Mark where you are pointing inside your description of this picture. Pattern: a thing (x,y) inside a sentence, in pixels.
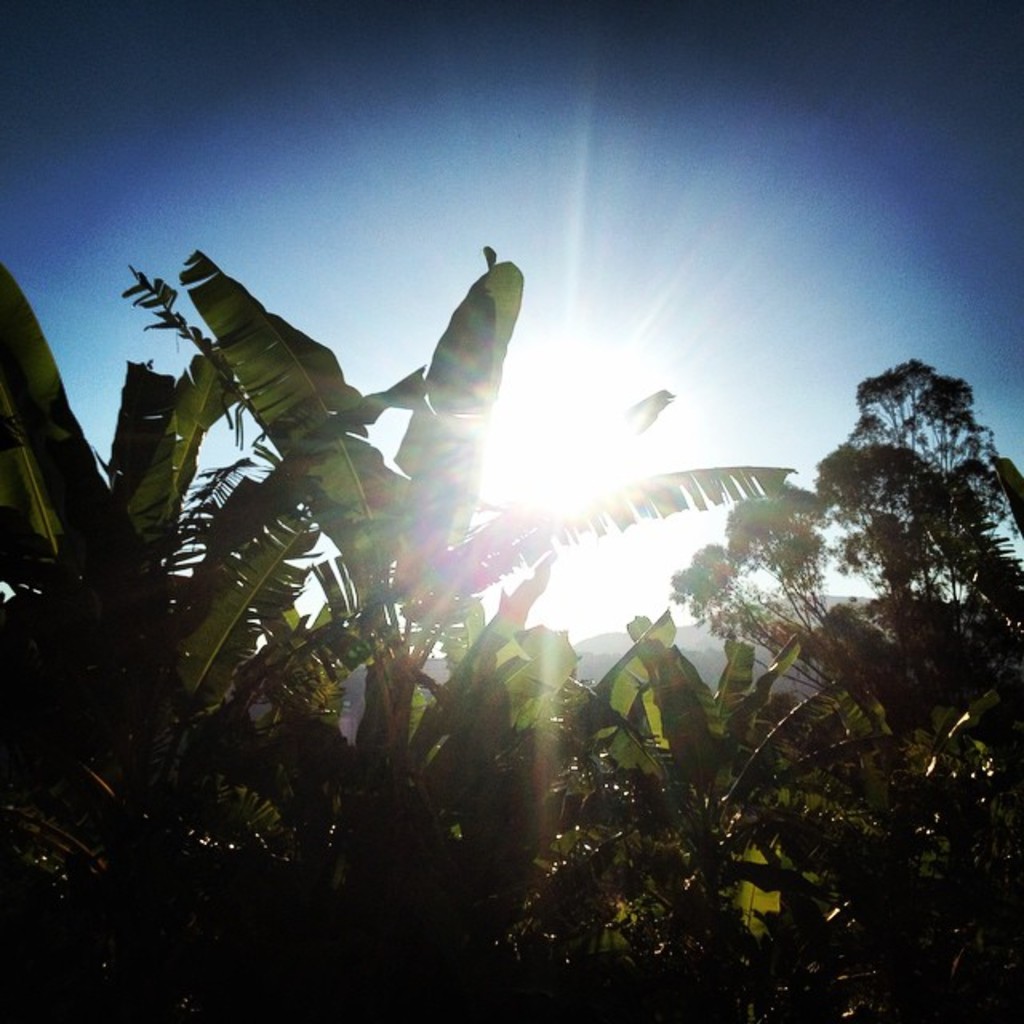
In this image we can see there are trees (422,628) and the sky (657,317).
